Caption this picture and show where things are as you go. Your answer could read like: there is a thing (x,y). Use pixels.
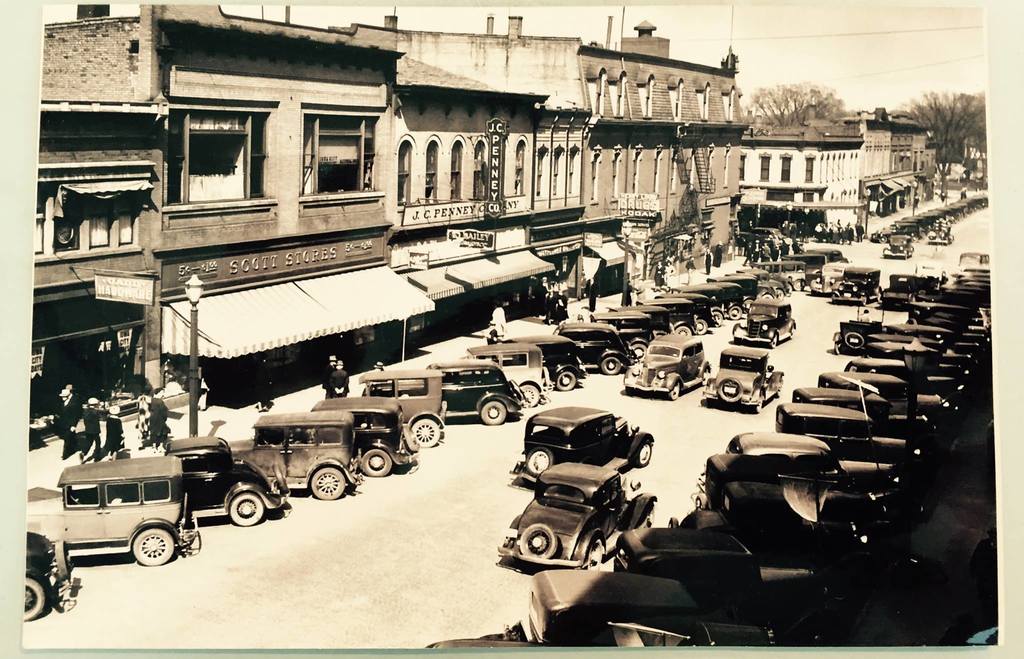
This picture is an edited picture. In this image there are vehicles (643,520) on the road (466,439). There are group of people (787,254) walking on the footpath (226,409). At the back (284,378) there are buildings (39,280) and there are poles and trees (803,106) on the footpath (252,402). At the top (886,96) there is sky (808,34) and there are wires (862,76). At the bottom (374,623) there is a road (385,581).
